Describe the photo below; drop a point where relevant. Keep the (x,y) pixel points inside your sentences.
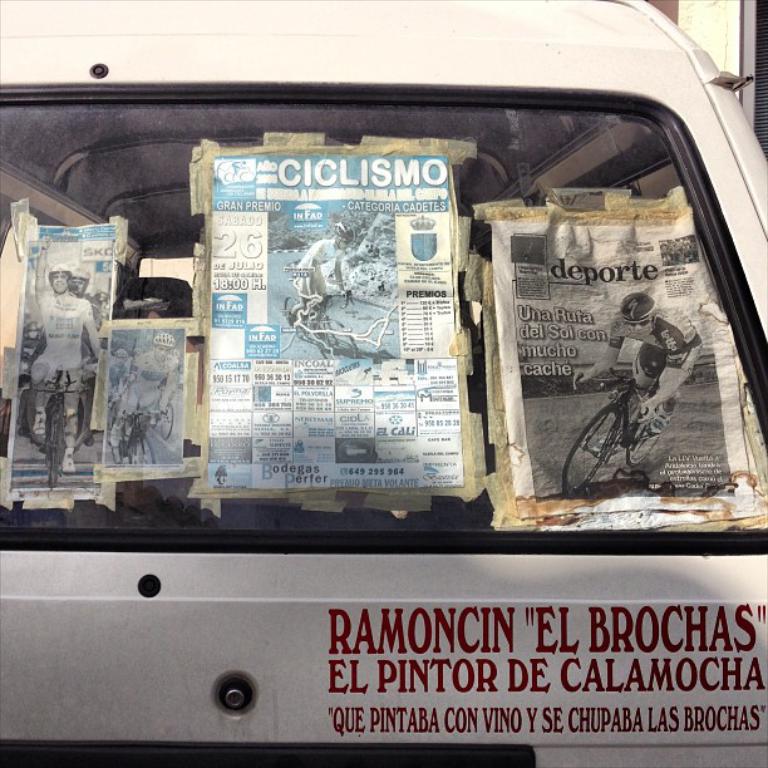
In this image I can see there is a vehicle (321,655). And there is some text (639,643) written on it. And there are papers (331,280) with image (179,336) and text (521,319) written on it and that paper (445,326) pasted to the vehicle (664,107).
